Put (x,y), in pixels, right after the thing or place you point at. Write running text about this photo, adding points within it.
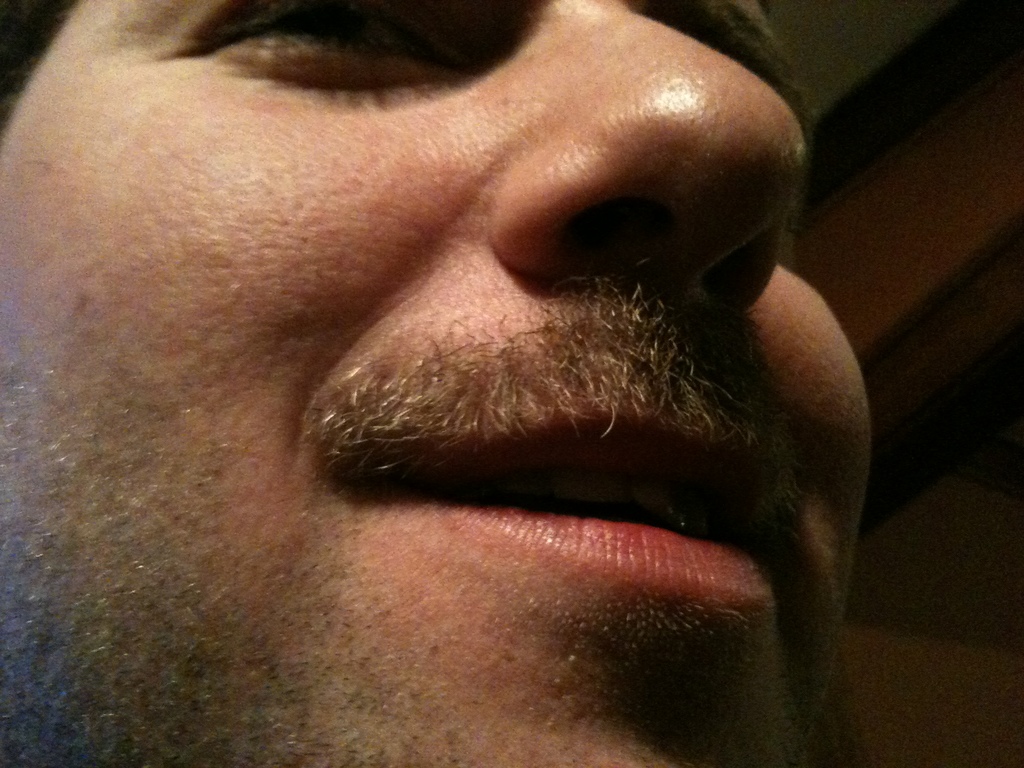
In this picture, we see the face (447,294) of the man (413,382). Eye (287,39), nose (681,261) and mouth (727,557) are visible. On the right side (913,235), it is black in color.
